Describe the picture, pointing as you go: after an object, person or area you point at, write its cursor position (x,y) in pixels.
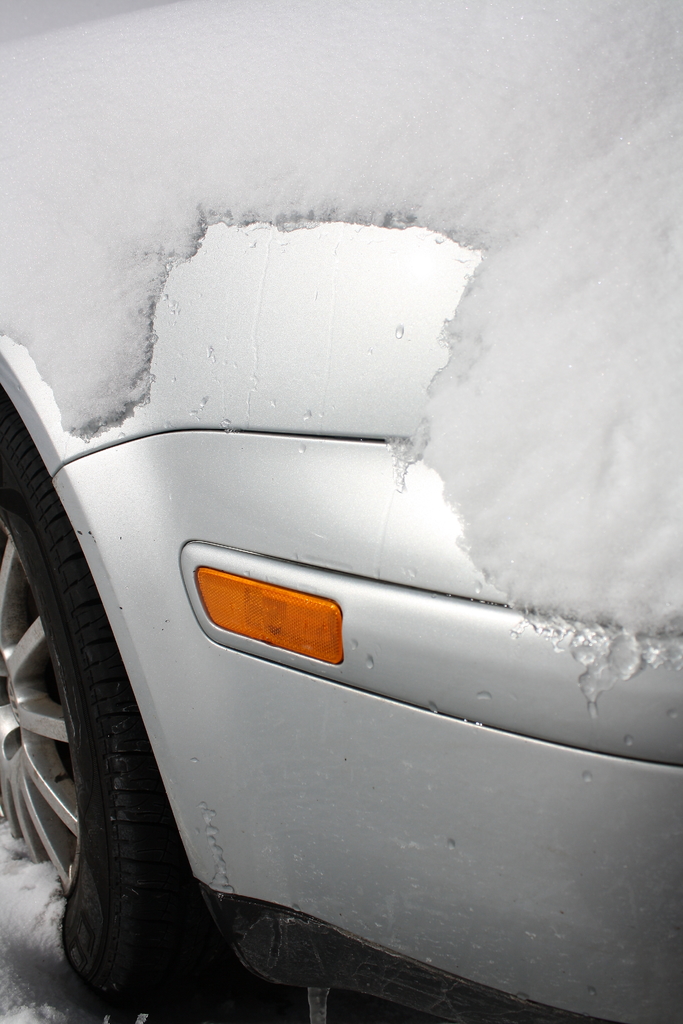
In this image we can see a part of a car (385,843) covered with snow (346,206).
